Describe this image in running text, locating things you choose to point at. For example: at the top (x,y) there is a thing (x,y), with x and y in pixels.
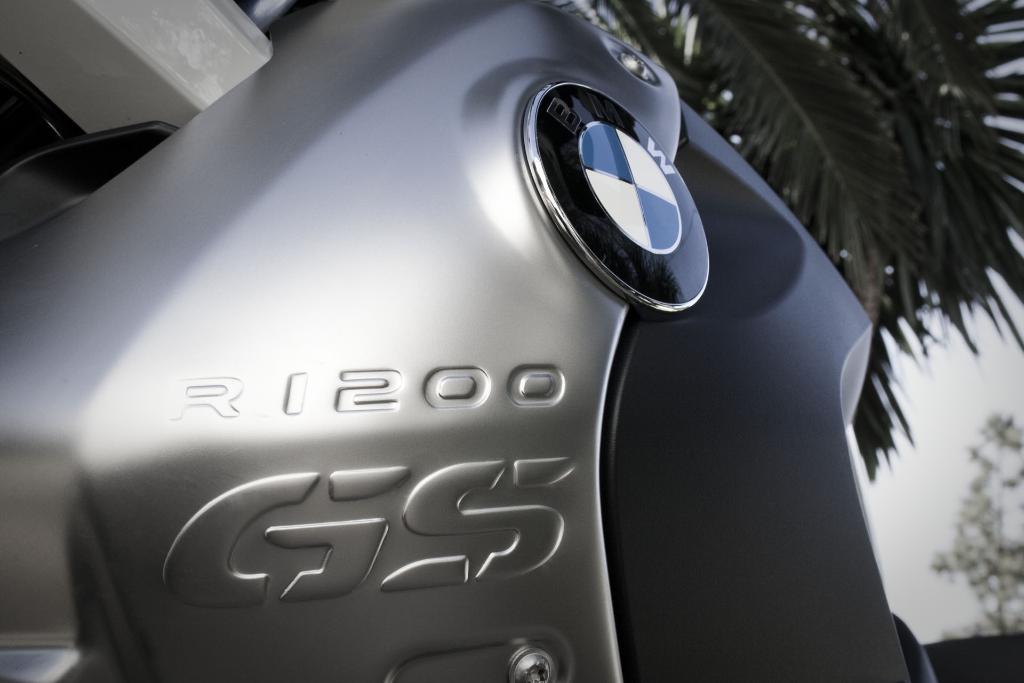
This picture is clicked outside. In the foreground (485,512) there is a metal object (531,349) seems to be the vehicle (796,569) and we can see the text (251,509) and numbers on the vehicle (539,441) and a logo (634,282) on the vehicle (616,485). In the background (884,71) we can see the trees (881,138), plant (986,542) and some other objects (134,6).
